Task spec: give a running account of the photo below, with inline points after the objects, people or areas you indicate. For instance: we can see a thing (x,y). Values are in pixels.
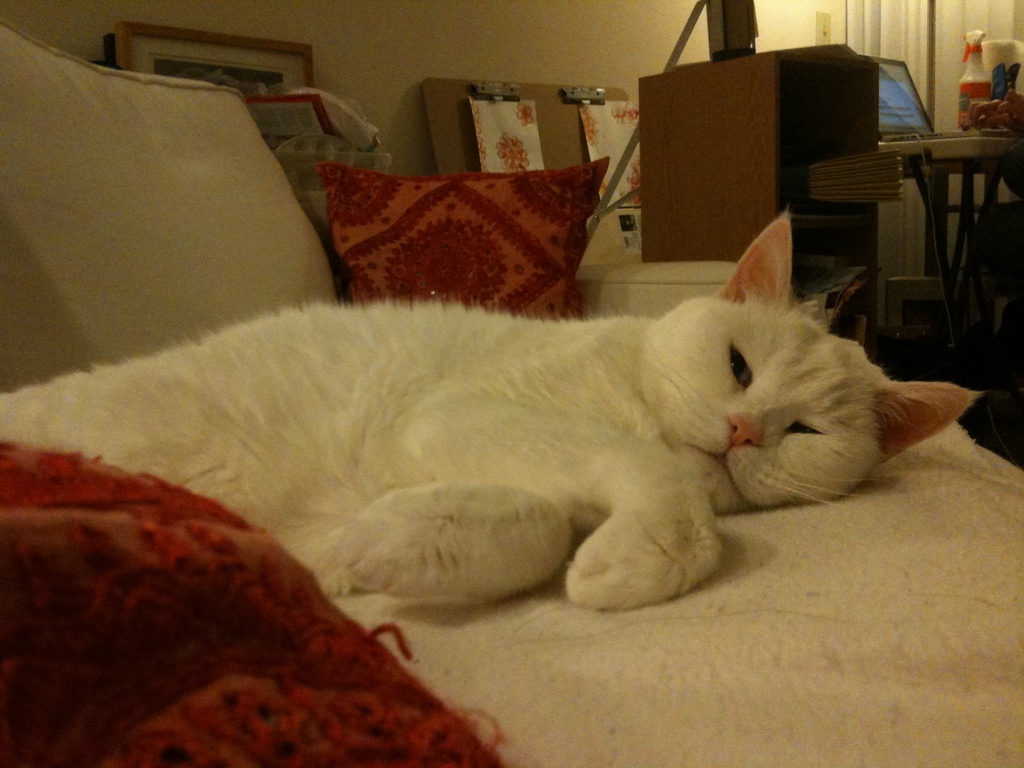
In this image I see a cat (487,318), which is on the couch (79,113). In the background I see a photo frame (121,51), a laptop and the wall (174,9).
